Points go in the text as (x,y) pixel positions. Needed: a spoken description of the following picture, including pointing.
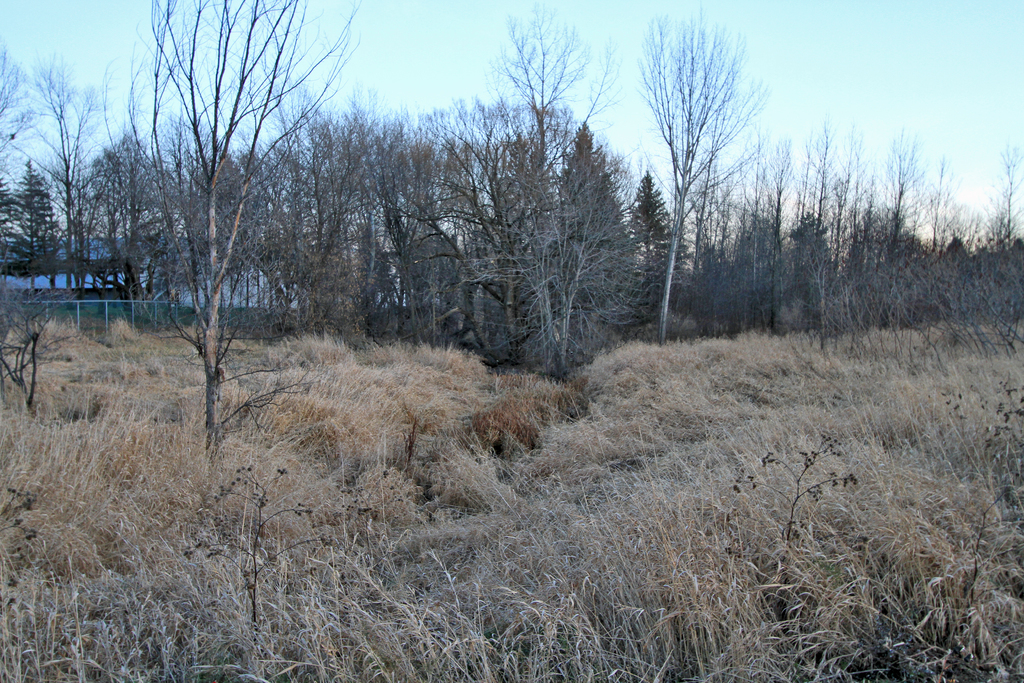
In the picture we can see a surface (340,618) with full of grass plants (116,460) and behind it we can see some dried trees (215,301) and behind it we can see trees (29,197) and behind it we can see sky (451,103).
